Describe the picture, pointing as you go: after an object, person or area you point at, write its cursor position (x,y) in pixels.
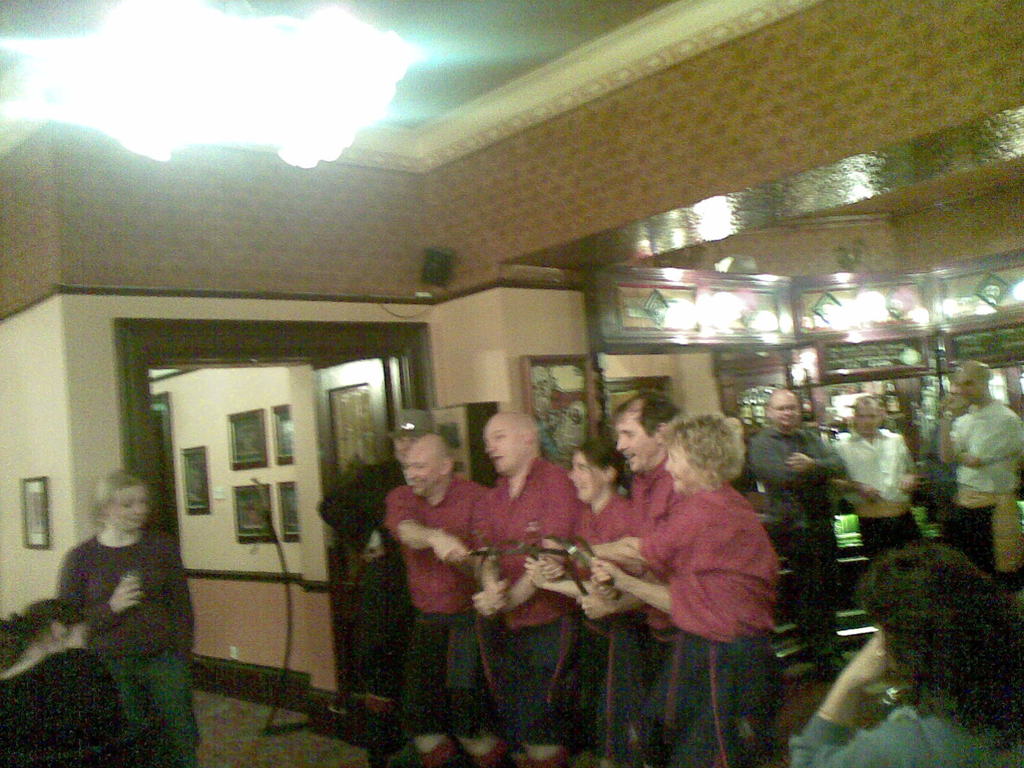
In this image we can see a few people (505,603), among them, some people (537,664) are holding the objects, there are some lights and shelves (912,408) with some bottles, also we can see some photo frames (253,542) and a speaker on the wall (199,190).
